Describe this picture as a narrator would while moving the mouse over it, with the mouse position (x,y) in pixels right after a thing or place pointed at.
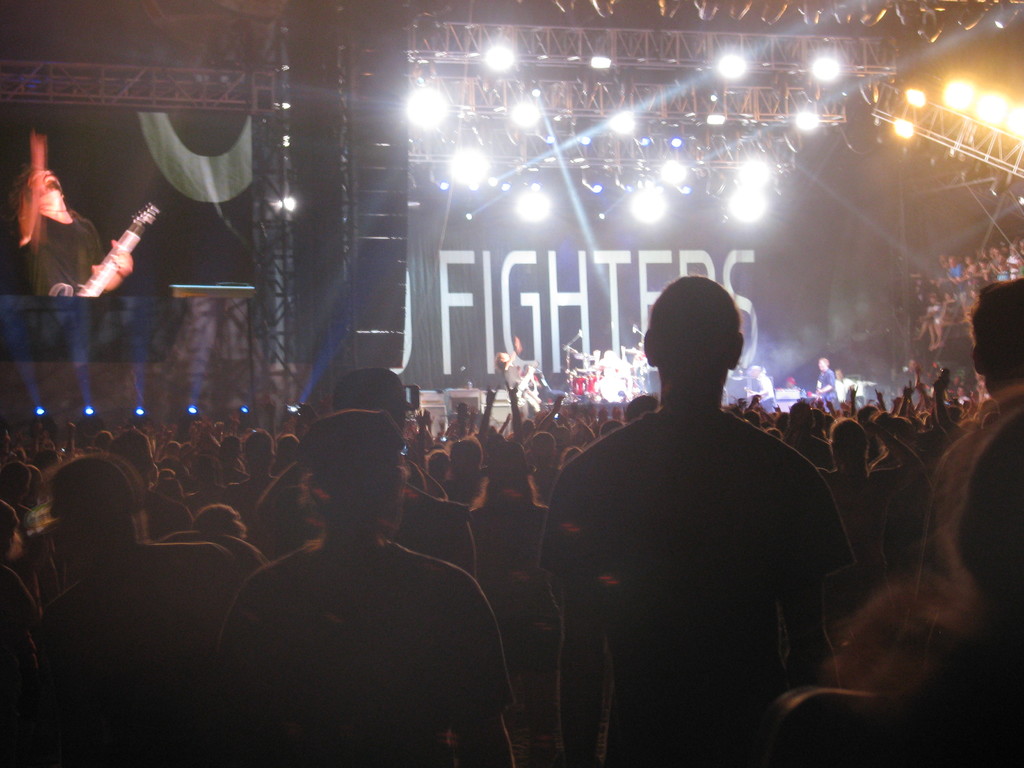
A concert is going on. People (444,557) are present. There are few people (538,381) and drums (591,365) on the stage (451,379). There are lights (1008,115) and a screen (152,216) at the left (149,207).
